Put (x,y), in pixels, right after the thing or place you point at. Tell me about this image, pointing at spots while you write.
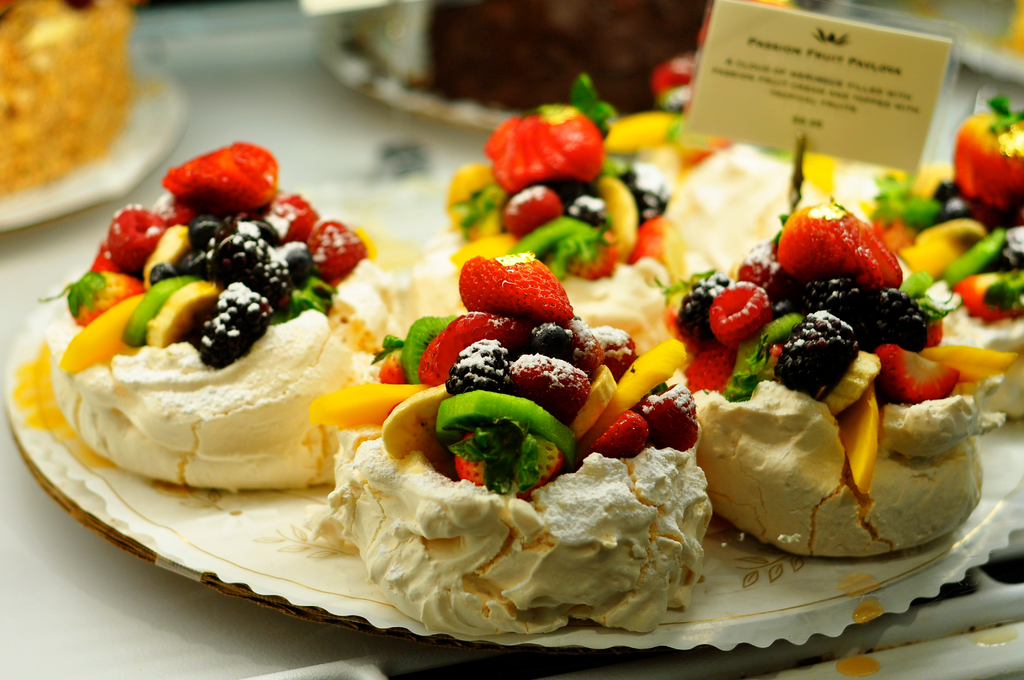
In this image we can see food items (564,379) in plates (113,525). There is a paper (809,124) with some text (829,78) on it. At the bottom of the image (127,620) there is a white color surface (98,608).
